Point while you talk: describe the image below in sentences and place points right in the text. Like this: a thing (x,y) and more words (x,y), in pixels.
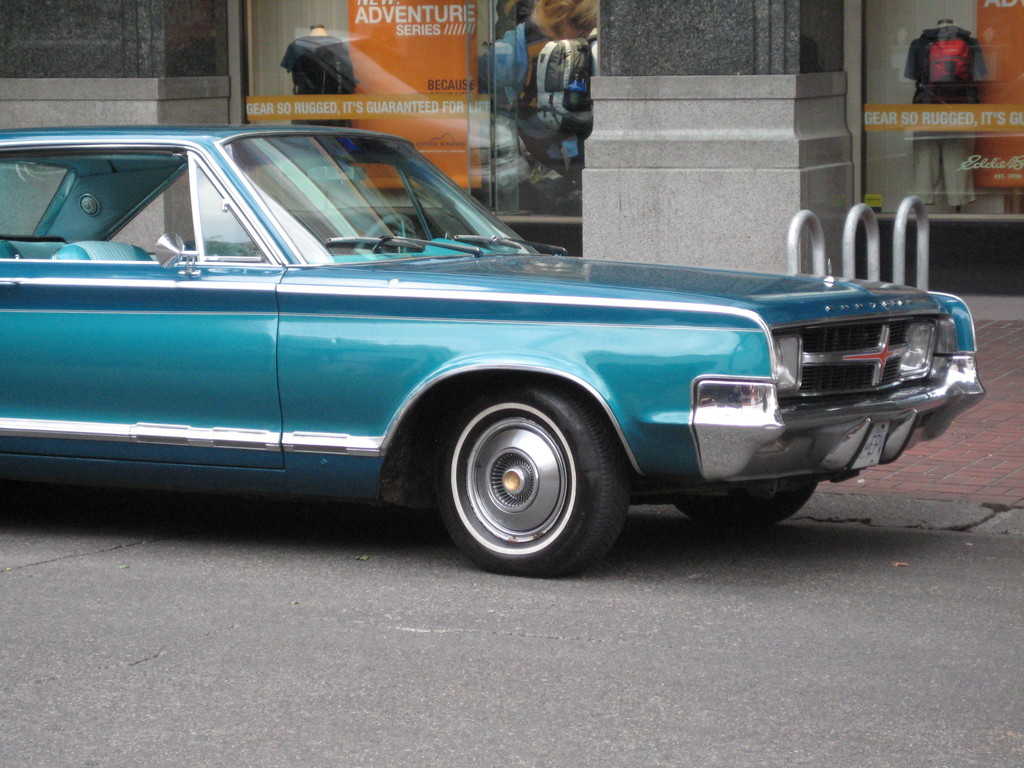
In this image we can see a motor vehicle (496,296) on the road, mannequin (317,56) with dress (948,155) and an advertisement board (382,76).
